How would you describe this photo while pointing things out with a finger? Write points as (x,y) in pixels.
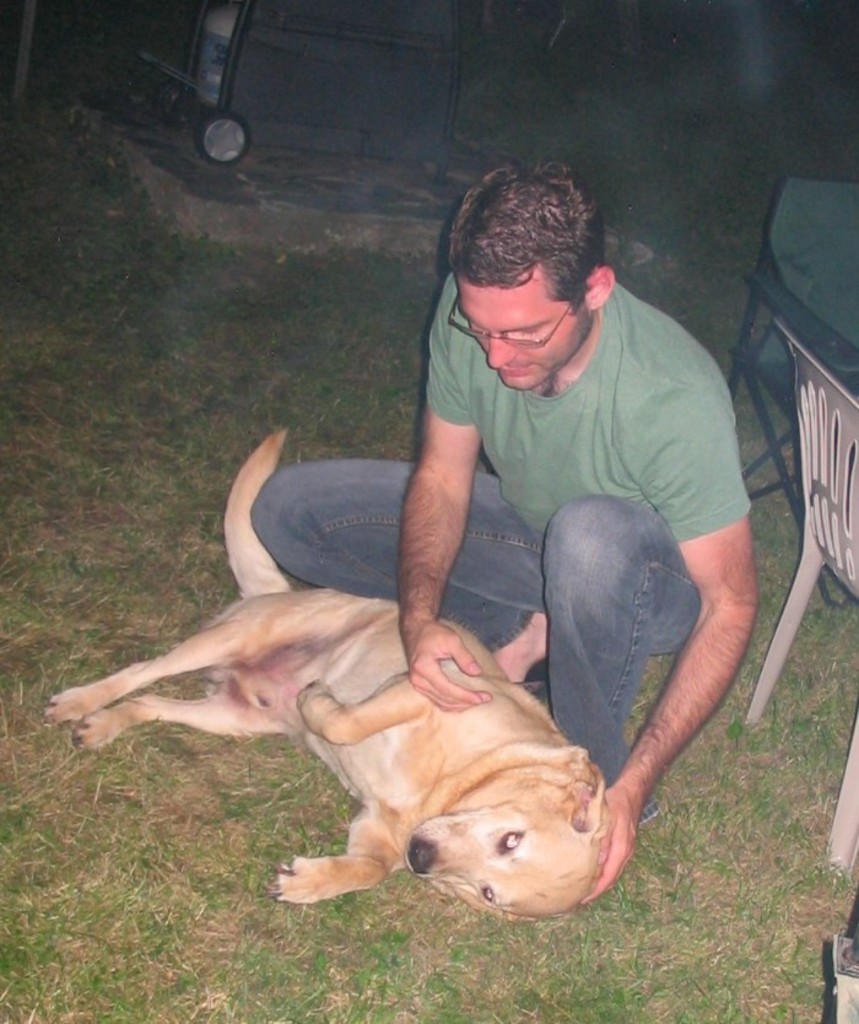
The image is outside of the city. In the image there is a man (592,506) holding a dog (494,715) on his hands (480,699) on right side (794,365) there is a chair (855,464) at bottom (797,934) there is a grass (747,937).
